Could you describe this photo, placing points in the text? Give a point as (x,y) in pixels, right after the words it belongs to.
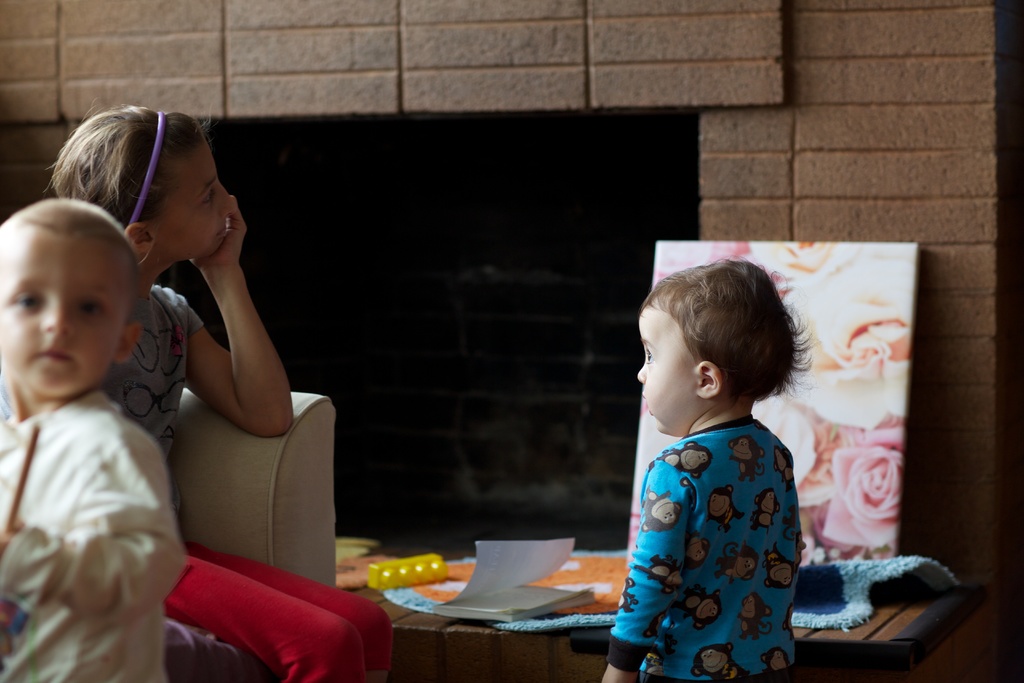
In this picture there are three children (138,460) seen. on the right side (755,497) there is a children (694,506) wearing a blue color shirt (740,550). on the left side (80,566) there are the two children (80,457), first children (48,501) wearing a white shirt (71,527), back side of him there is another child (162,309) she is wearing red color bottom (205,590). and she also wearing a brinjal color headband (157,149) on her head (108,163). on the right side (819,373) there is a table (835,595), on the table (835,595) there is a art (844,329). there are some bricks (781,89) background of the image (677,68). and there are some papers (482,581) on the table (420,630).
